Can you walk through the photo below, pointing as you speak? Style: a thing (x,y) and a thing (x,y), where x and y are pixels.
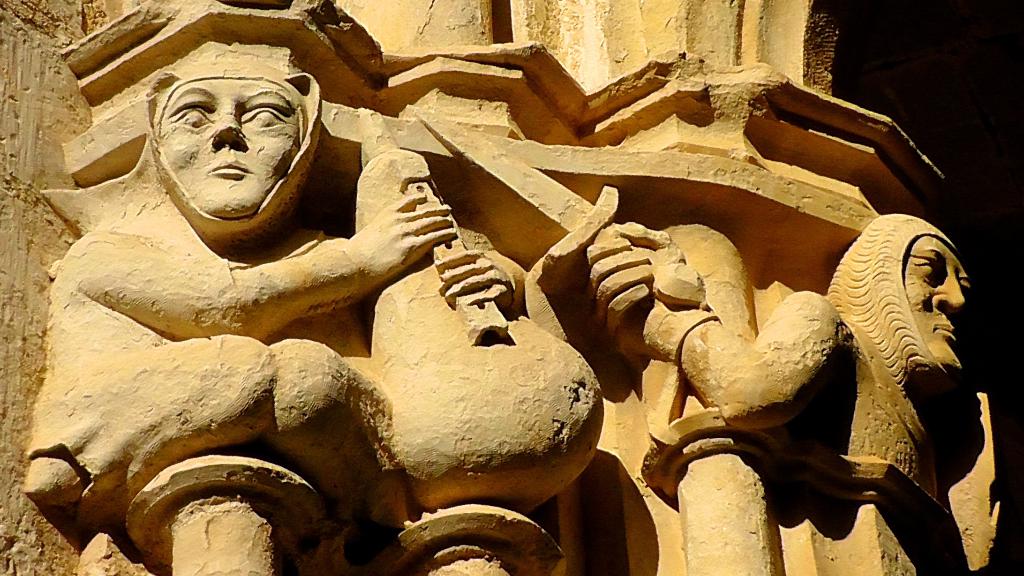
We can see stone carving (264,87) on the wall (545,220). Background (966,96) it is dark.
